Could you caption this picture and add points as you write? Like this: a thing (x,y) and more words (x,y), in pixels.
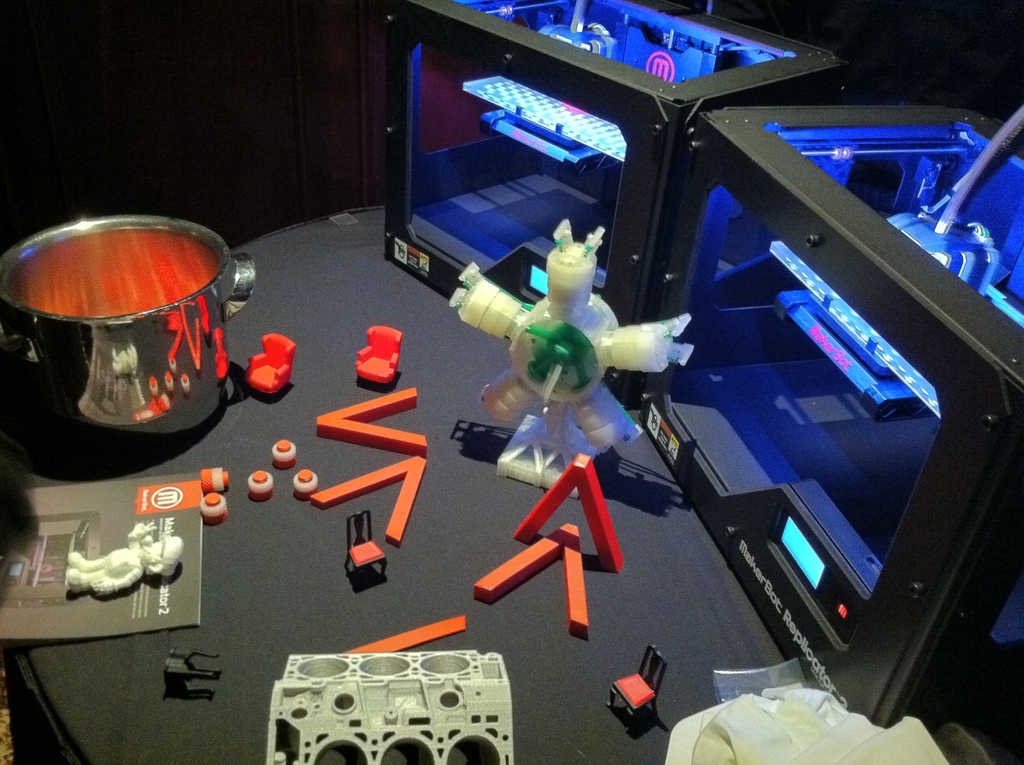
In this image we can see a bowl (133,346), a book (115,504) and few objects (303,482) looks like toys (537,513) and two machines (745,552) on the table (286,635).
